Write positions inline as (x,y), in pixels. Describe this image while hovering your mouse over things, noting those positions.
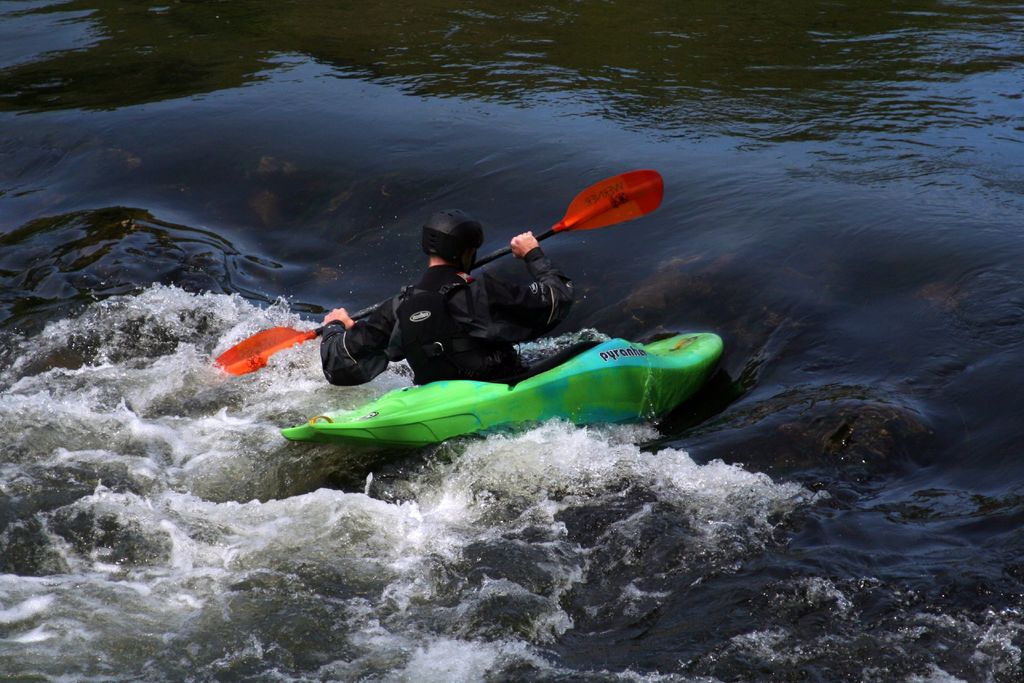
In this image there is one person (491,336) who is in a boat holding a stick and riding, and there is a river (267,480).
